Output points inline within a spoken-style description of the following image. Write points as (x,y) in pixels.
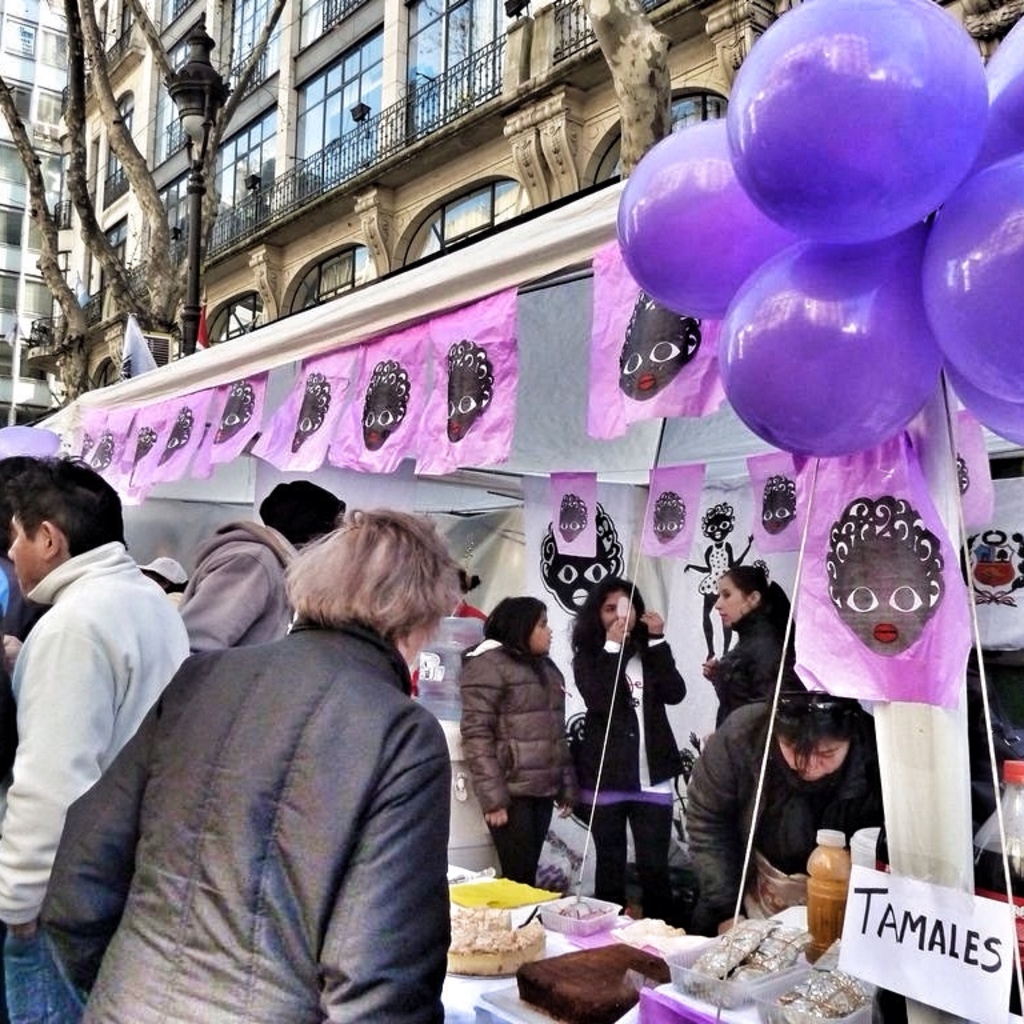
This picture shows a tall building (371,172) and a portable store (919,517) with balloons (963,99), hang to it and a nameplate (857,924), hang to it as 'tamales' and we can see people (531,638) standing in the store (668,560) and outside the store (509,563) looking at the products (486,943).
